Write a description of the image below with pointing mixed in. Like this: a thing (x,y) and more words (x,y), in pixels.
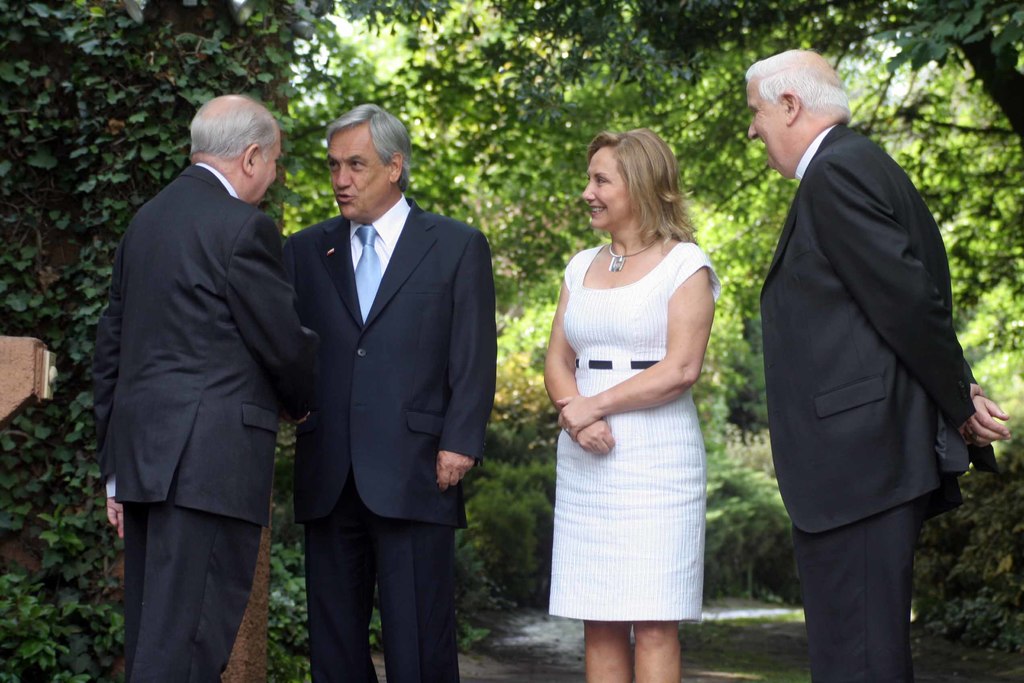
In this image I can see group of people (645,608) standing together on road (981,676), behind them there are so many trees (1001,337).
